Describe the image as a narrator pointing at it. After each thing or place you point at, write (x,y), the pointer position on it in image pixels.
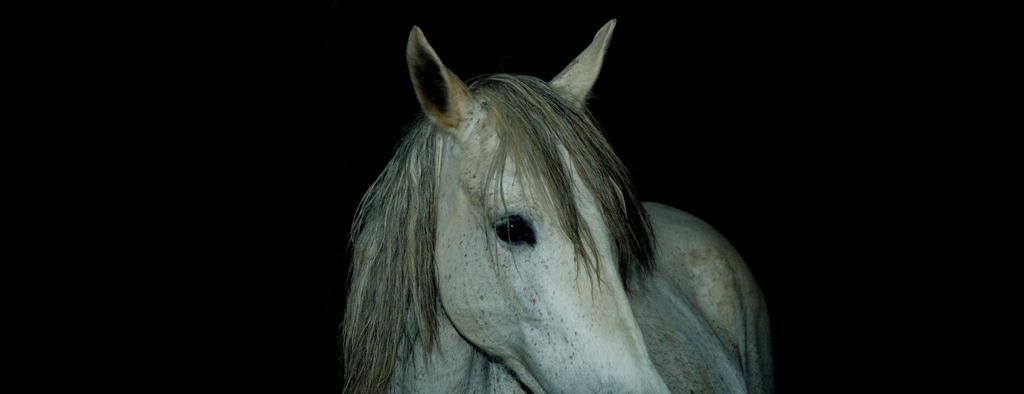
In this image I can see a white color horse (438,299) and background (709,146) is dark.
